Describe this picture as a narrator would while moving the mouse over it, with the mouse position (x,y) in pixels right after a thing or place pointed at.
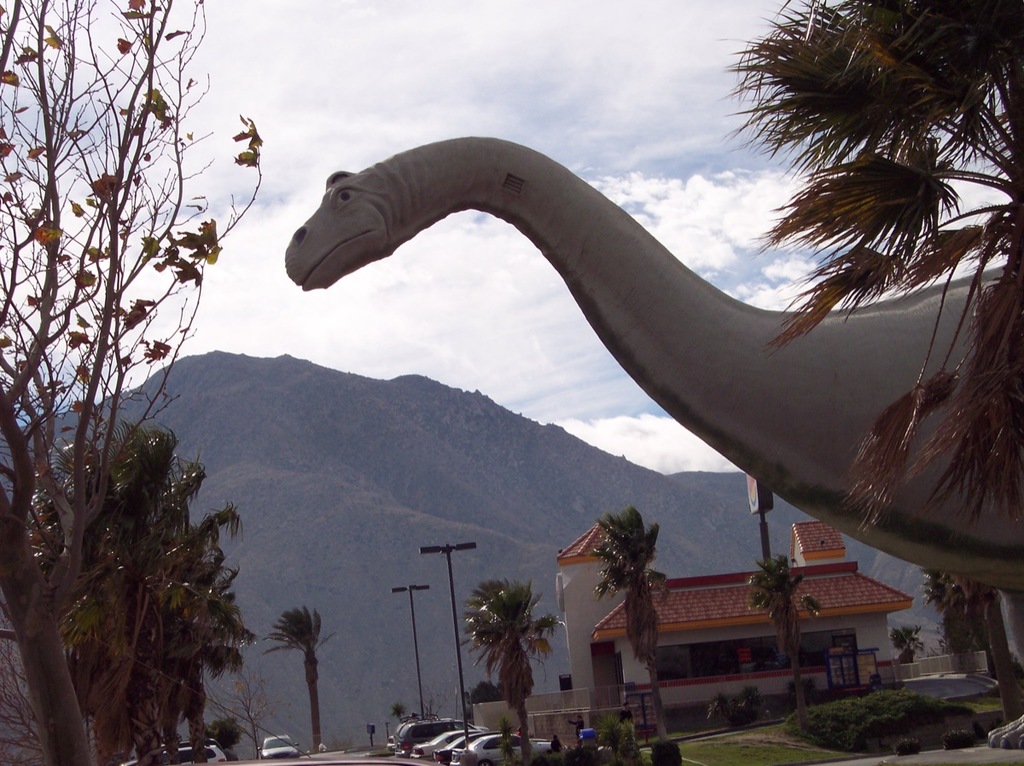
In this image we can see there is a big sculpture of dinosaurs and behind that there is a building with so many cars (394,735) parked in front of that also there are mountains (432,676) and trees (150,587).
